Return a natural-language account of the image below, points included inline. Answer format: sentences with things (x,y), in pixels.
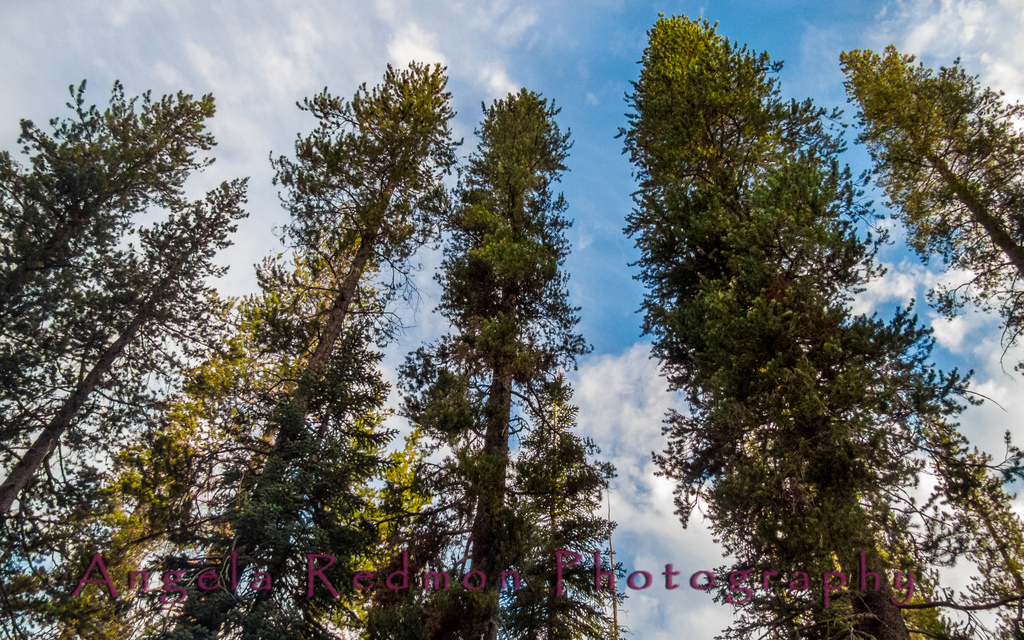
In this image we can see trees (464,594). At the top of the image (587,54) there is sky (576,55) and clouds (378,4). There is some text (109,593) printed at the bottom of the image (102,555).
